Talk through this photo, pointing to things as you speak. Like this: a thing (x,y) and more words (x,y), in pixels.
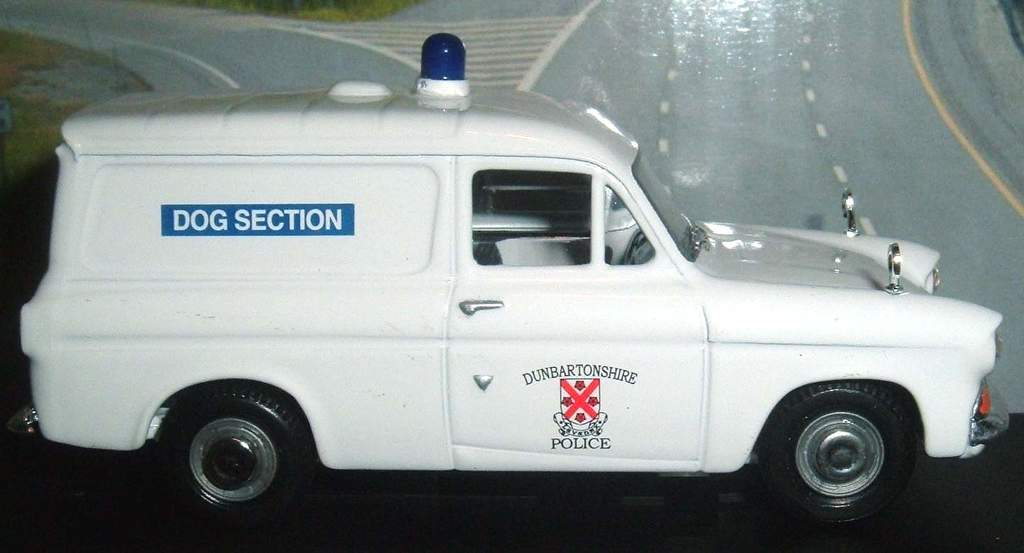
In the picture we can see a van (200,379) which is white in color and it is a police vehicle (678,433) and a siren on it which is blue in color and beside it we can see a wall (987,150) with a painting (1006,150) of a road (854,150) on it.
